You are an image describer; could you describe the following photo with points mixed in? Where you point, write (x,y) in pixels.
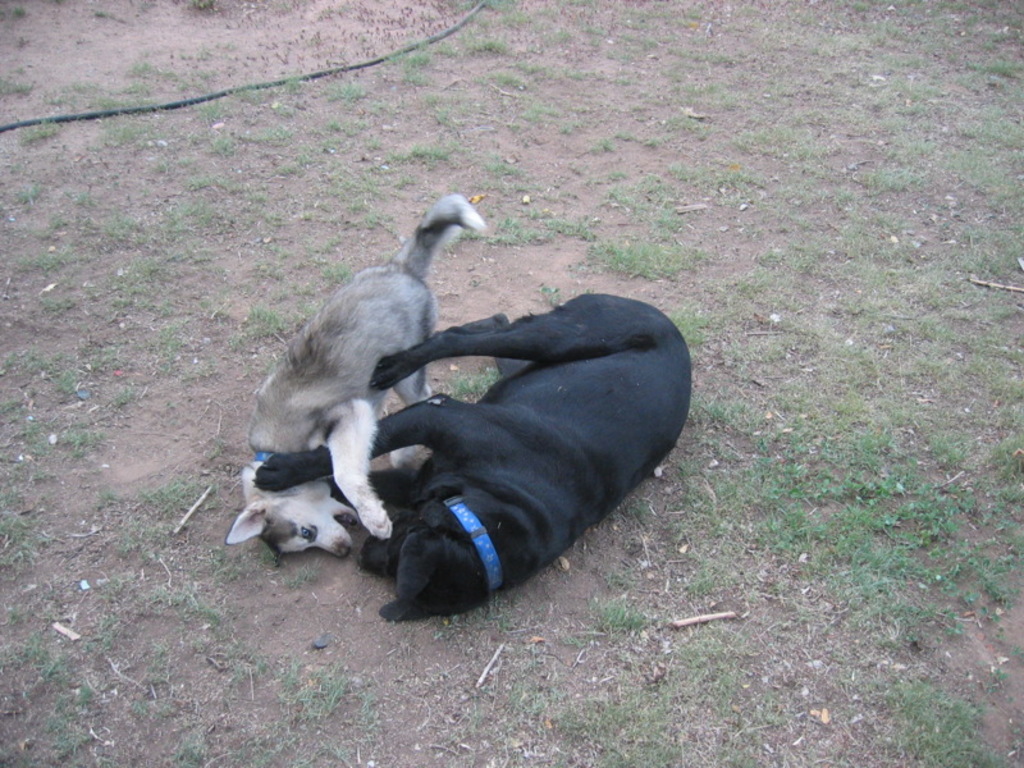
In this image we can see two dogs (404,583) are fighting and we can also see grass (483,387) and sand (366,627).
